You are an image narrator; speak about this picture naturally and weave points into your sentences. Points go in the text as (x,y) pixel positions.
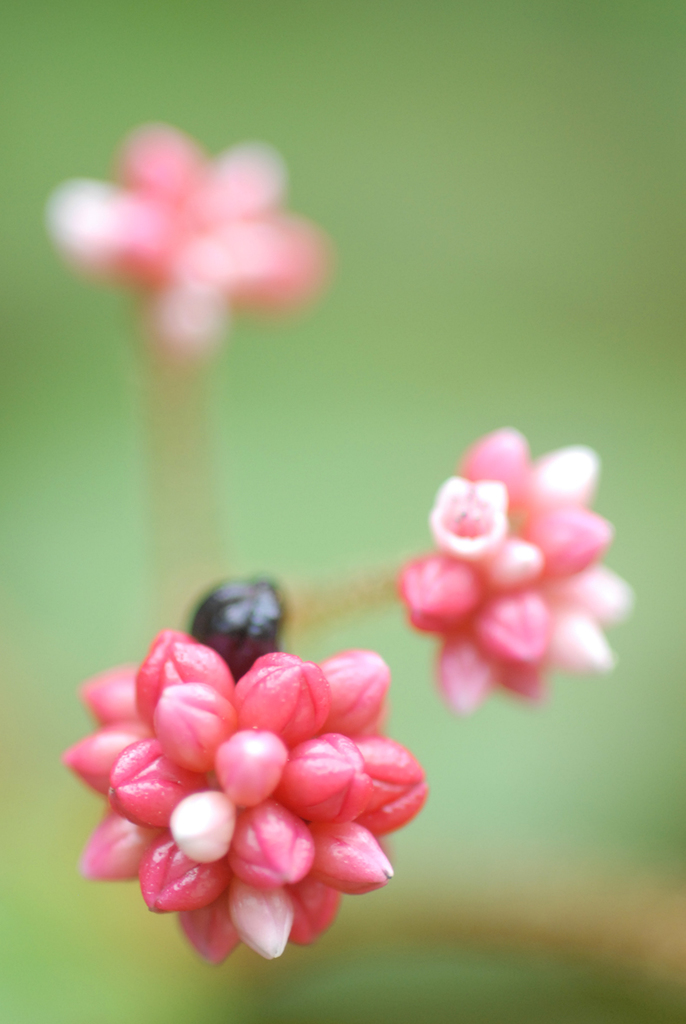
In the image we can see bud flowers (374,848), pink and pale pink in colour and the background (411,365) is greenish blurred.
